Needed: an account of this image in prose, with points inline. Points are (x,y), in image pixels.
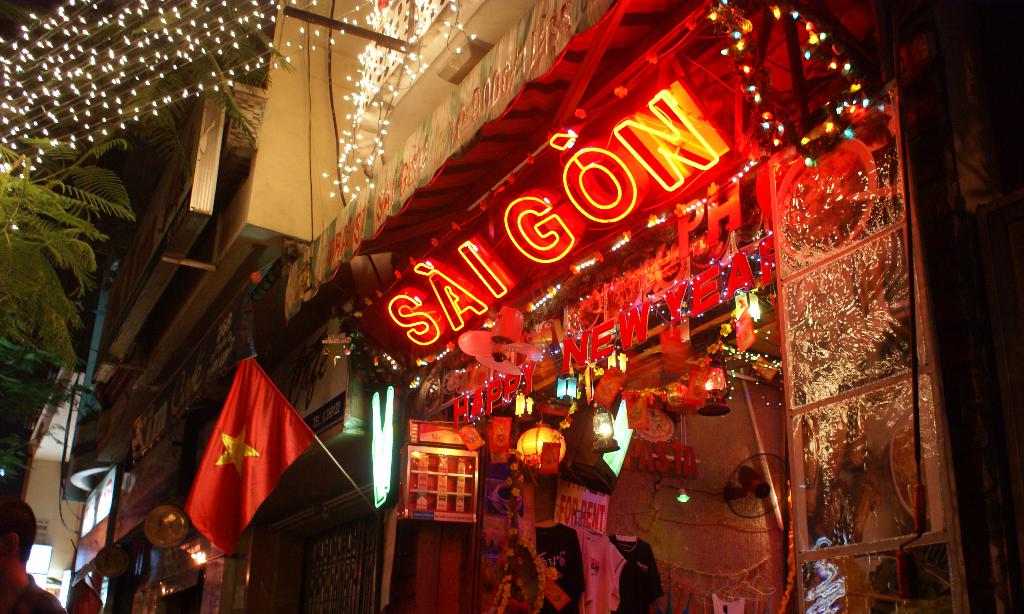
In this picture we can see stores (660,560) and hoardings (301,410). This is a red flag (241,509). These are lights (124,118). Here we can see green leaves (59,285). At the left side of the picture (20,533) we can see a person (26,547).
